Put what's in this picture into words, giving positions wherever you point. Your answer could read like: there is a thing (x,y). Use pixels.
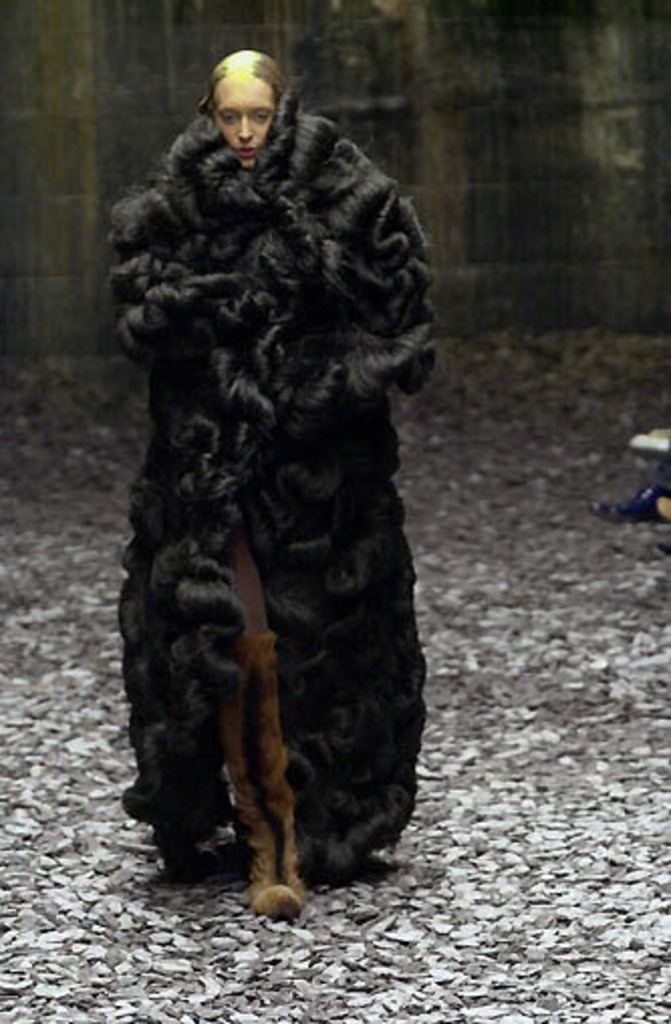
In this image there is a woman (247,461) walking, there are stones (537,741) on the ground (72,563), there is a person's leg (639,492) towards the right of the image (636,510), at the background of the image (509,195) there is a wall (316,101).
